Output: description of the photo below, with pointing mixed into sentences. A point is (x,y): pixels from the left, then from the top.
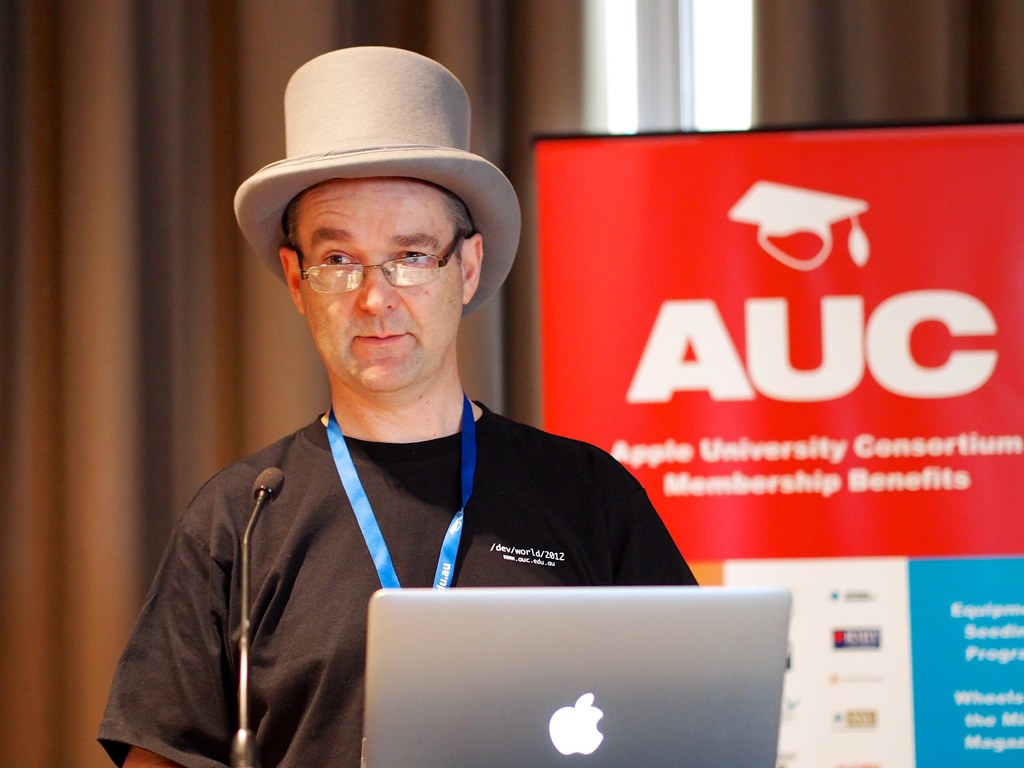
In this picture we can see a man (365,401), he wore a cap (287,154) and spectacles (430,272), in front of him we can see a microphone (240,688) and a laptop (625,672), in the background (766,387) we can find a hoarding (769,351).
